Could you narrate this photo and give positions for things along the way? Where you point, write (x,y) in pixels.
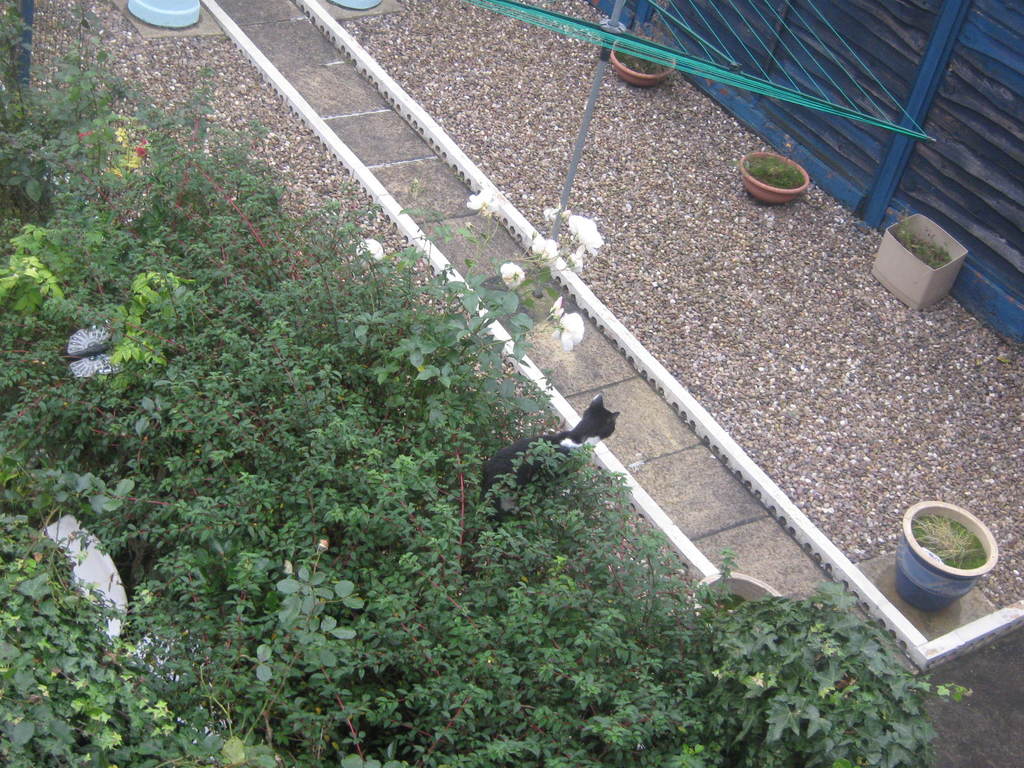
On the left side (86,440), there are plants (891,692) on the ground (981,725). On the right side (698,487), there is a footpath (714,498), potted plants (925,529) arranged on the ground (799,361) and there is a cat (554,438) near the footpath (655,430). In the background (723,42), there is a fence (909,32), a net (706,41), a pole (595,84) and there are potted plants (744,160).
